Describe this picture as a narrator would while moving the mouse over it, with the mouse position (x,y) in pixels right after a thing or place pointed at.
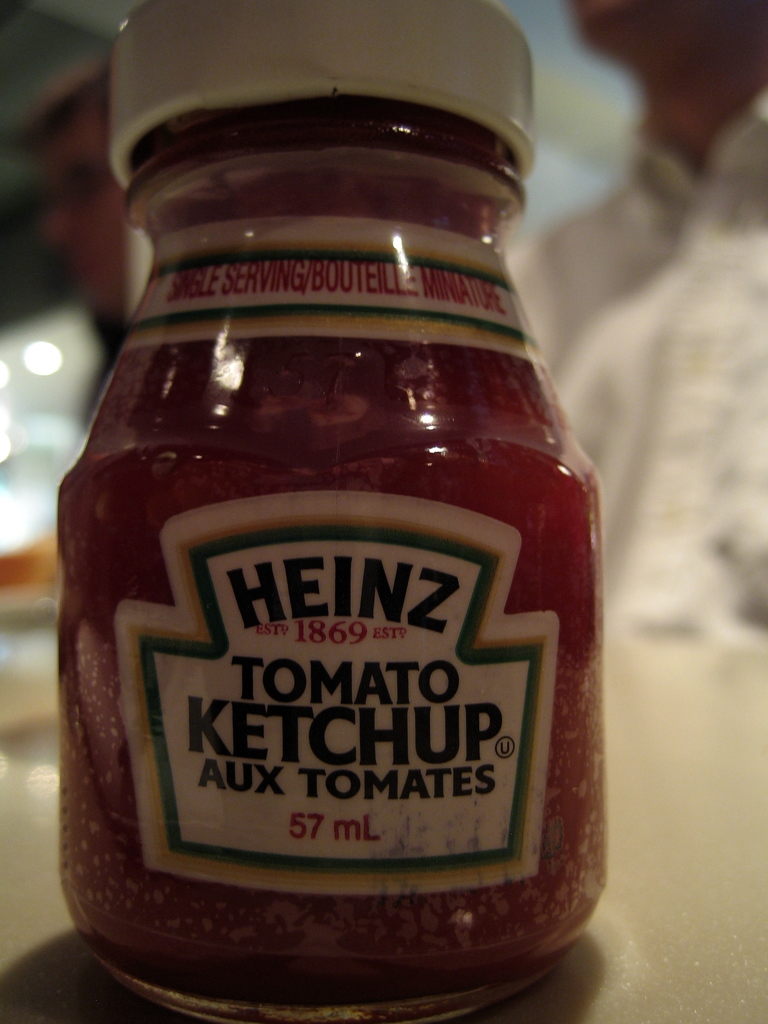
In this picture we can see one bottle (273,579) is placed in a table (633,926) and we can able to see a person (646,227) at back (702,88) side.
